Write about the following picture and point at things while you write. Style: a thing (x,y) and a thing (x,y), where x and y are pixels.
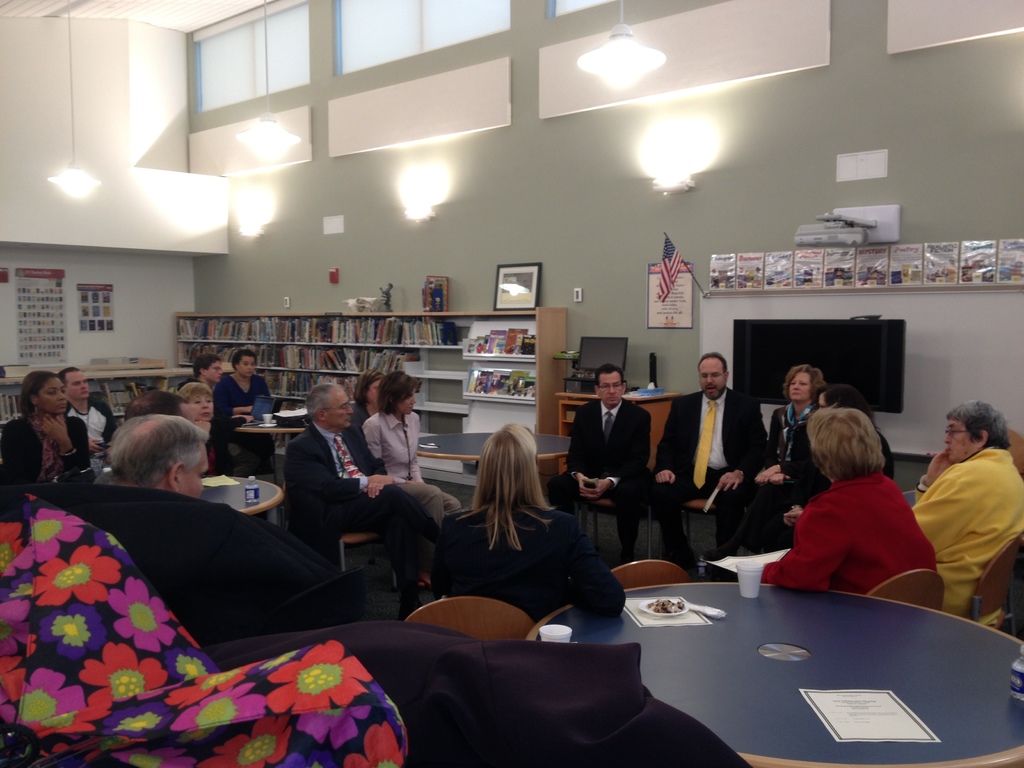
In this image i can see a group of people (493,509) sitting in a chairs (1009,566). In the background (474,244) i can see a wall (460,226), few lights (422,184), windows (363,16), book shelf (380,349), a flag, a television screen (760,379), a monitor (616,362) and few posters (24,298) attached to the wall (748,228).
